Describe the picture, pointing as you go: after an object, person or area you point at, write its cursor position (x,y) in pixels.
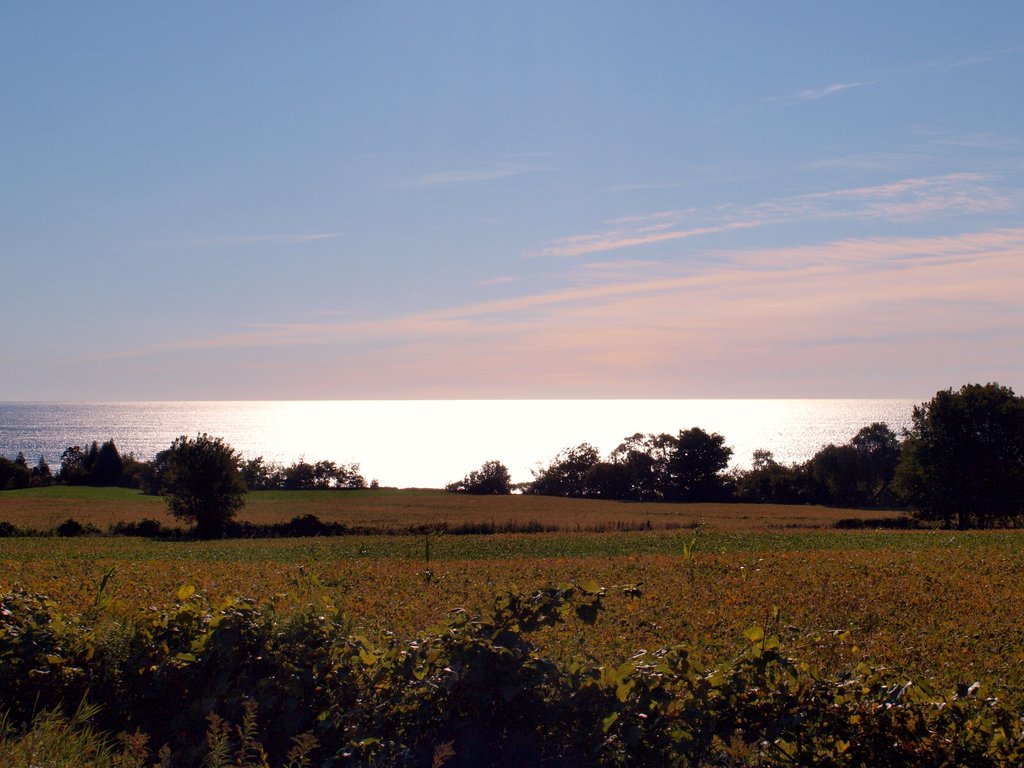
In the center of the image (506,474), we can see trees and there is water (440,436). At the bottom (414,645), there is ground (603,591) and some part of it is covered with plants (471,662) and at the top (369,134), there is sky (445,171).
